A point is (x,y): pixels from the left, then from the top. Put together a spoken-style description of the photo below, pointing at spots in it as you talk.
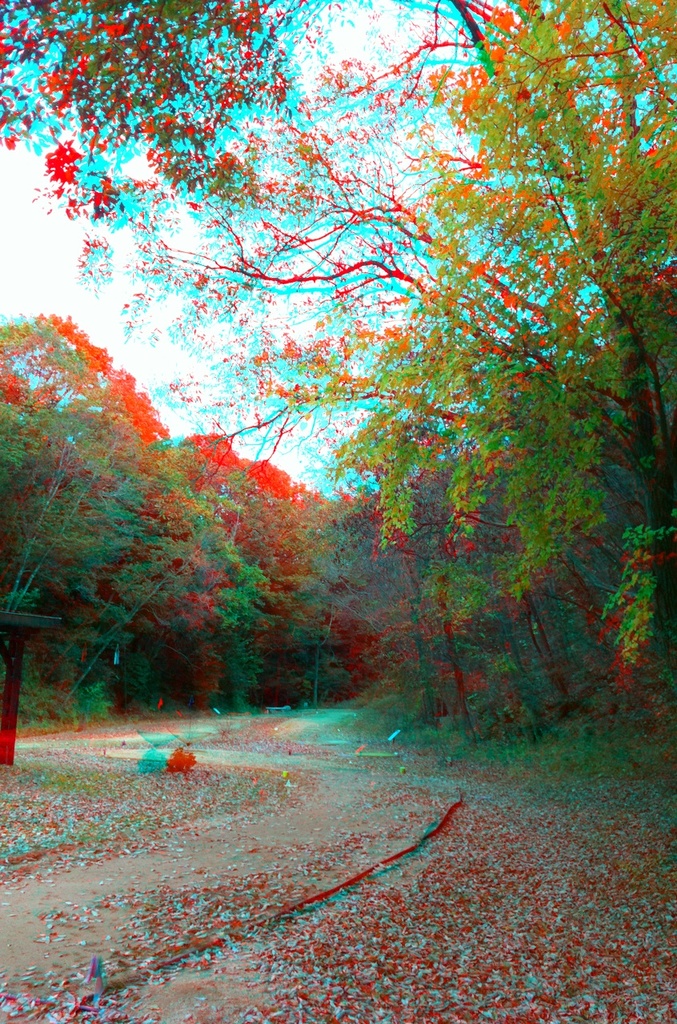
I see this is an edited image and in the picture I see number of trees (392,329) and I see the path (207,723) on which there are many leaves (70,1002). In the background (166,370) I see the sky (302,249).
